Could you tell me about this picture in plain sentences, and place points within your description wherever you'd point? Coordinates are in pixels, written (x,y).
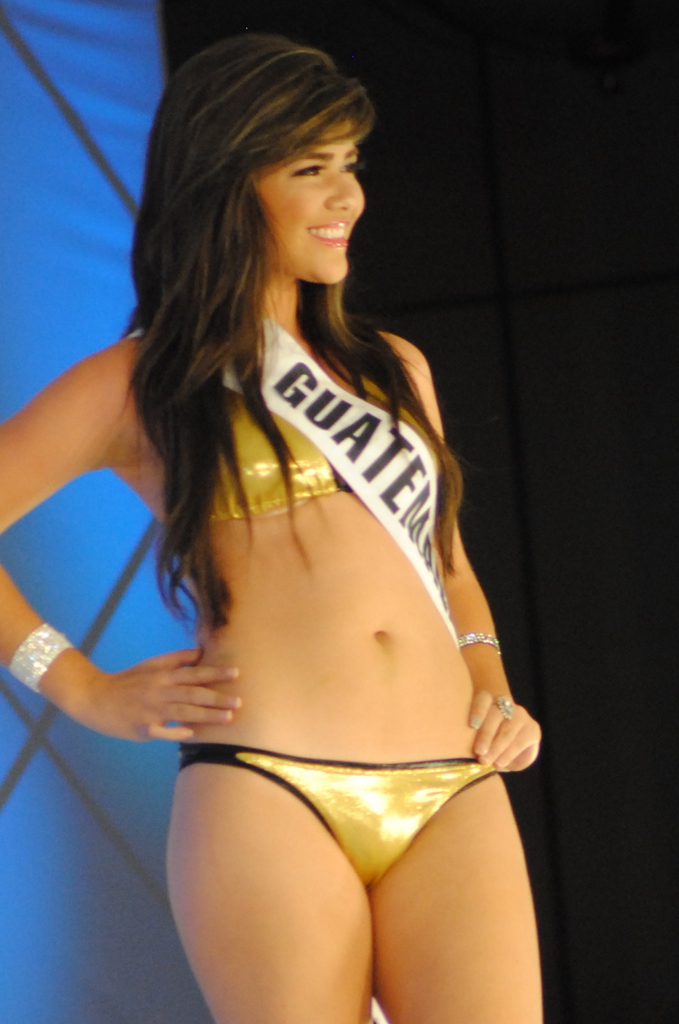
In the image I can see a woman (321,520) is standing and smiling. The woman (331,376) is wearing a bikini (264,508) and some other objects (330,385).
